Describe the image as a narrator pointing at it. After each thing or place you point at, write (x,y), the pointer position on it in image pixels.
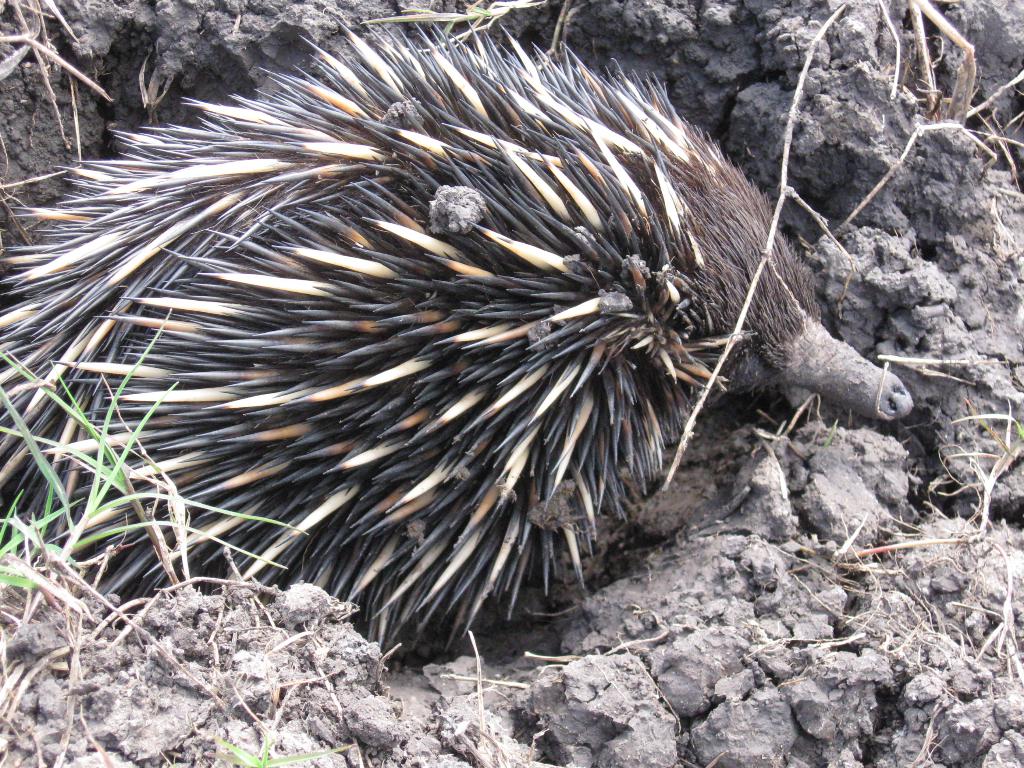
This image consists of an animal (527,339) which is in the center (529,328).
